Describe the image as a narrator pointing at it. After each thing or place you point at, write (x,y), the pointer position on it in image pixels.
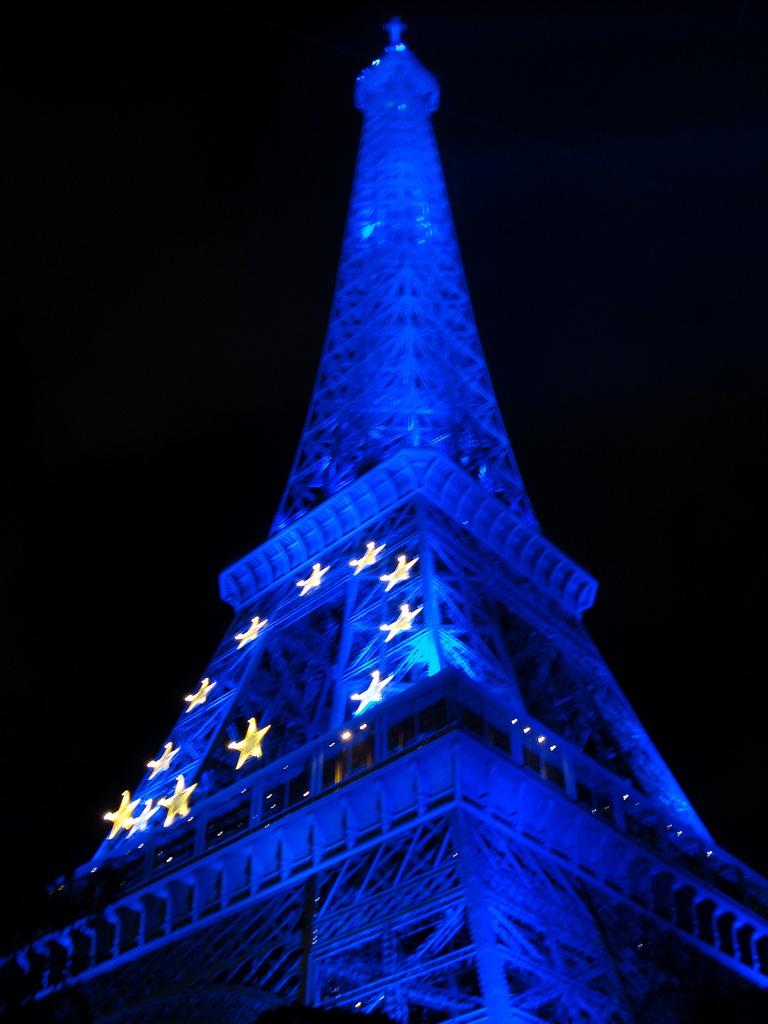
Here we can see a tower (429,699) and there is a dark background (578,63).
